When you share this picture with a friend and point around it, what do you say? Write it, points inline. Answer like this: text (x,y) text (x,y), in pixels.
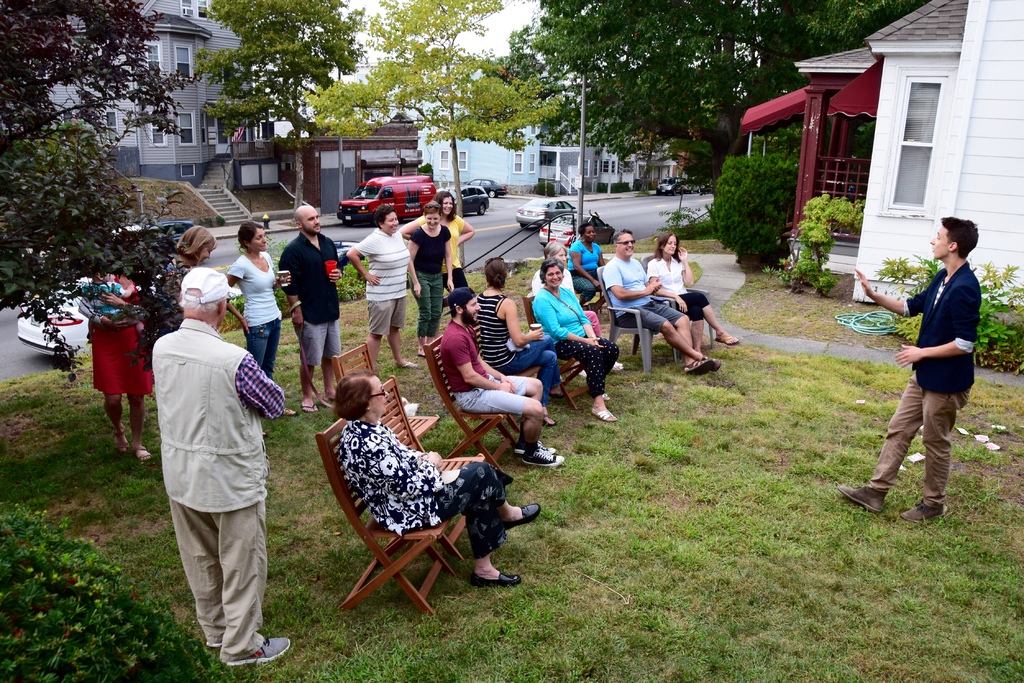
In this image I see few people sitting on the chairs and rest of them standing on the grass (346,563). In the background (462,192) I see number of houses (602,165), cars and the trees (39,24).
